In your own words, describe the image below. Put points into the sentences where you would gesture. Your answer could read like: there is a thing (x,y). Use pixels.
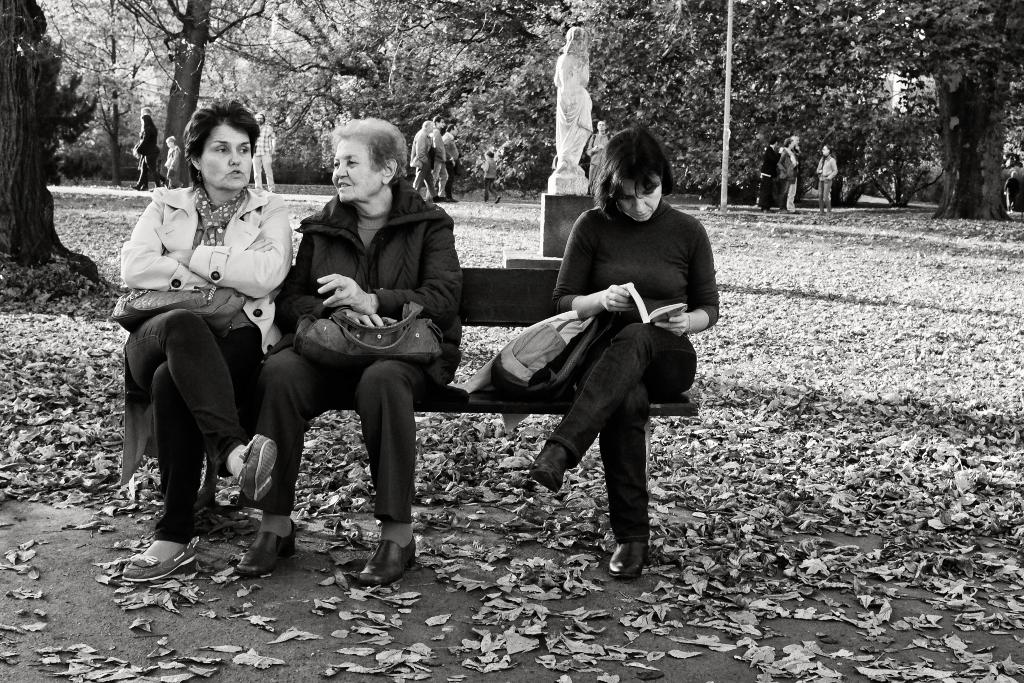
This picture is in black and white. Towards the left (280,412), there is a bench (485,315) and there are three women (364,287) are sitting on it. The two women (288,324) towards the left (281,341) are carrying bags (347,348) on their laps (140,328). Beside them, there is another woman (669,320) holding a book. In between them, there is a bag (534,342). At the bottom (400,614), there are dried plants (745,574). Behind them, there is a statue (563,140). In the background (331,138) there are people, trees (111,154), poles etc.
